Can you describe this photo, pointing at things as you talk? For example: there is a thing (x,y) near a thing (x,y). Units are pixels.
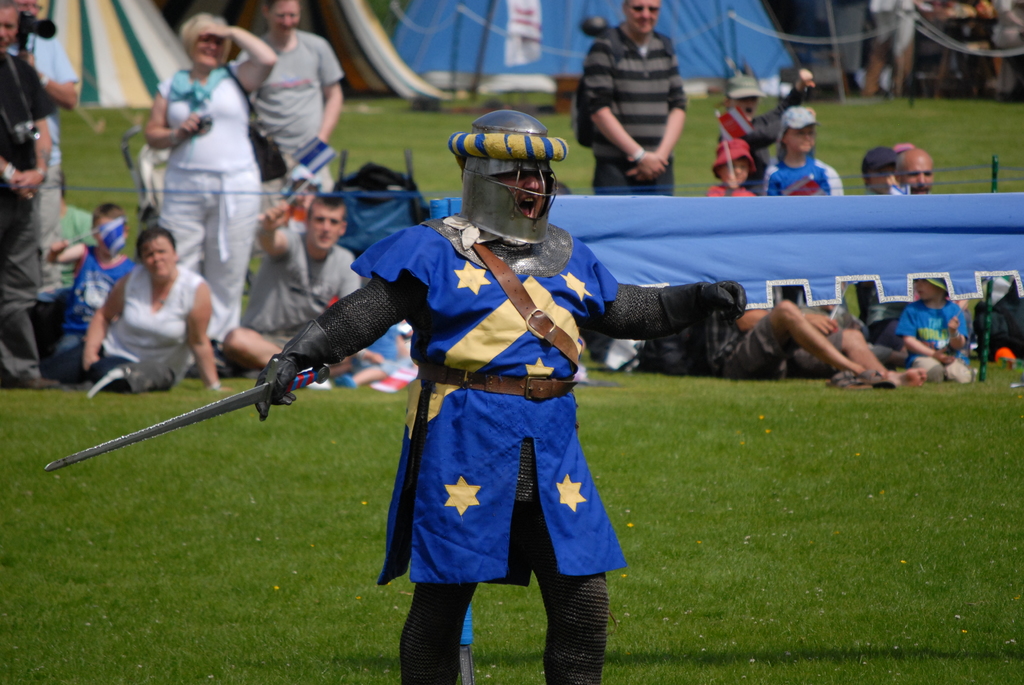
In the center of the image (479,255) there is a person (529,244) wearing a helmet (523,123) and holding a sword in his hand (283,373). In the background of the image (296,240) there are people (170,107). At the bottom of the image (918,655) there is grass (876,641).
